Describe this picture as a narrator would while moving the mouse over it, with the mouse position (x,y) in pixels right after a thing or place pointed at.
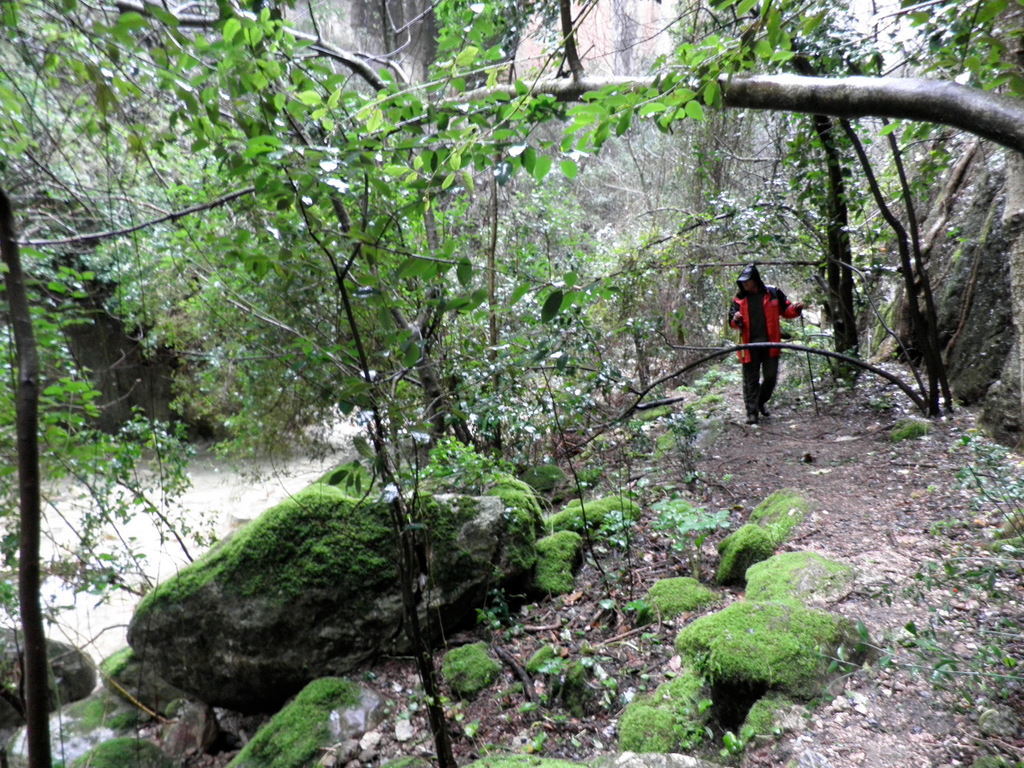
This image is clicked outside. There are trees (404,434) in the middle (625,332). There is a person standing in the middle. He is wearing a jacket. It is in red color.
